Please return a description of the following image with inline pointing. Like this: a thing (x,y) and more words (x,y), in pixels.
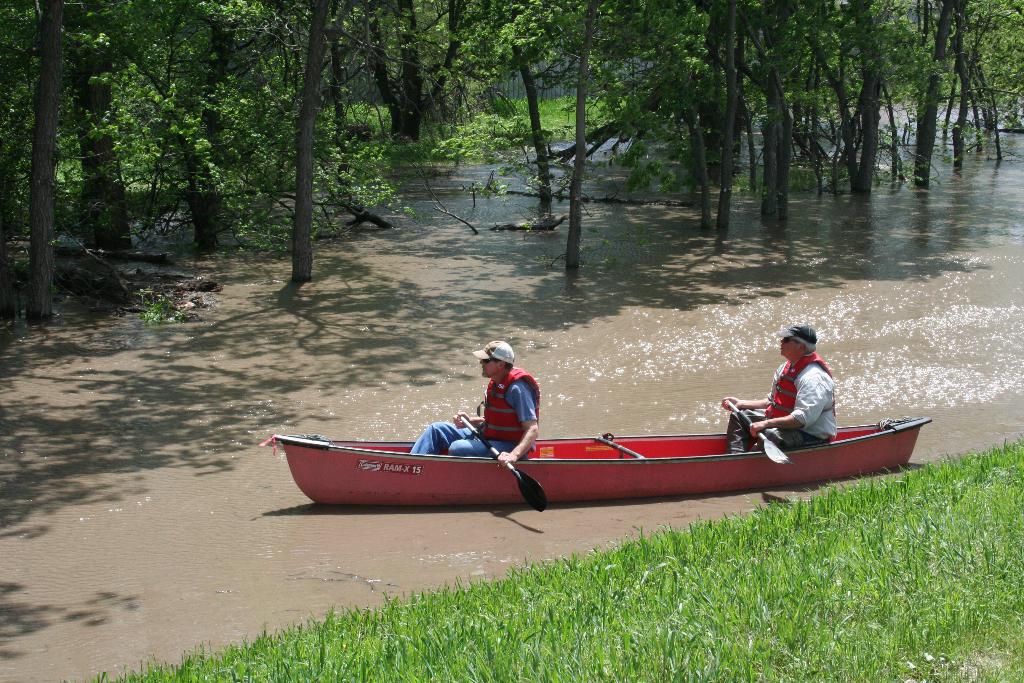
In this image I can see a boat (617,453) which is in red color and two people (807,417) sitting. We can see paddles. Back I can see trees (453,91) and water (852,310). In front (933,551) I can see green grass (861,617).
